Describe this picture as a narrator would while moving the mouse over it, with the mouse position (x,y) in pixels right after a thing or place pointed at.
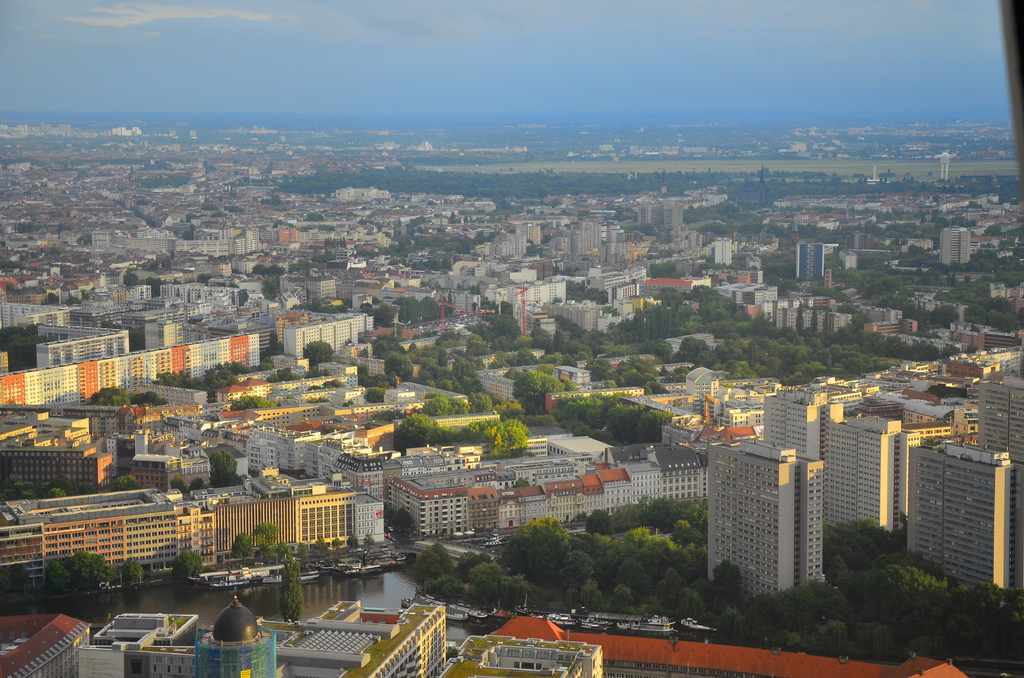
In the image we can see there are many buildings (825,382) and trees (583,591). Here we can see water (370,583) and the sky (657,77).
